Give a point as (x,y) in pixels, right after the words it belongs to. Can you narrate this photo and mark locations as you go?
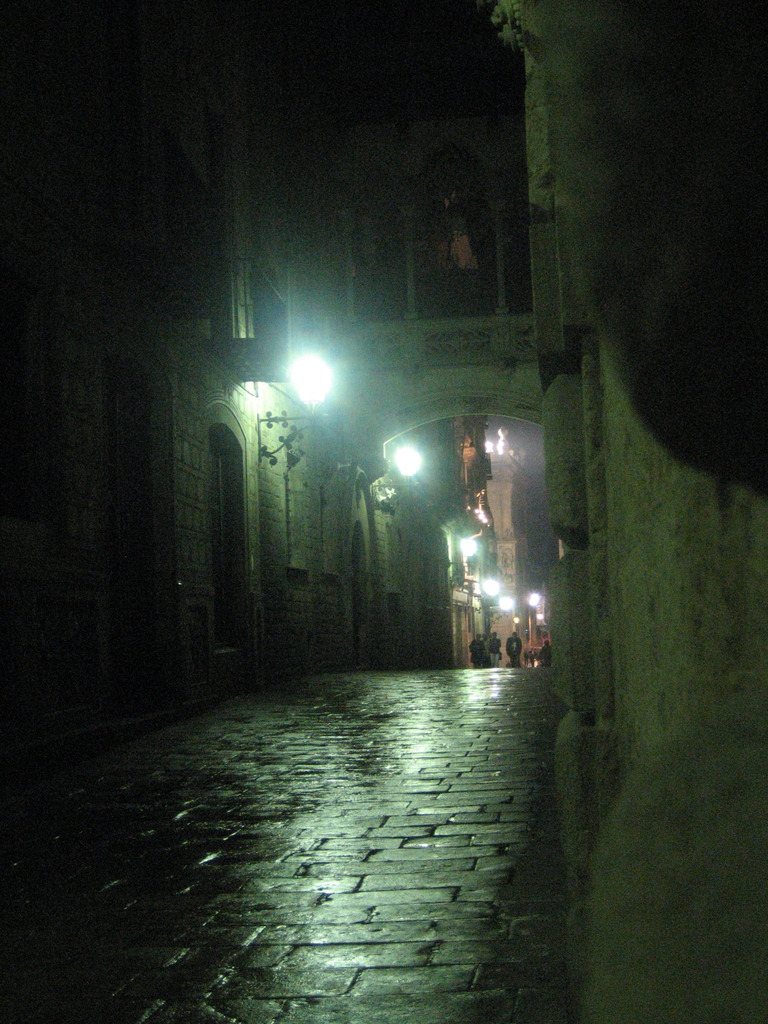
In this image I can see the road (363,805). To the side of the road (303,784) there are buildings (338,641) and I can see the lights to it. In the background (501,645) I can see the group of people (480,643).
